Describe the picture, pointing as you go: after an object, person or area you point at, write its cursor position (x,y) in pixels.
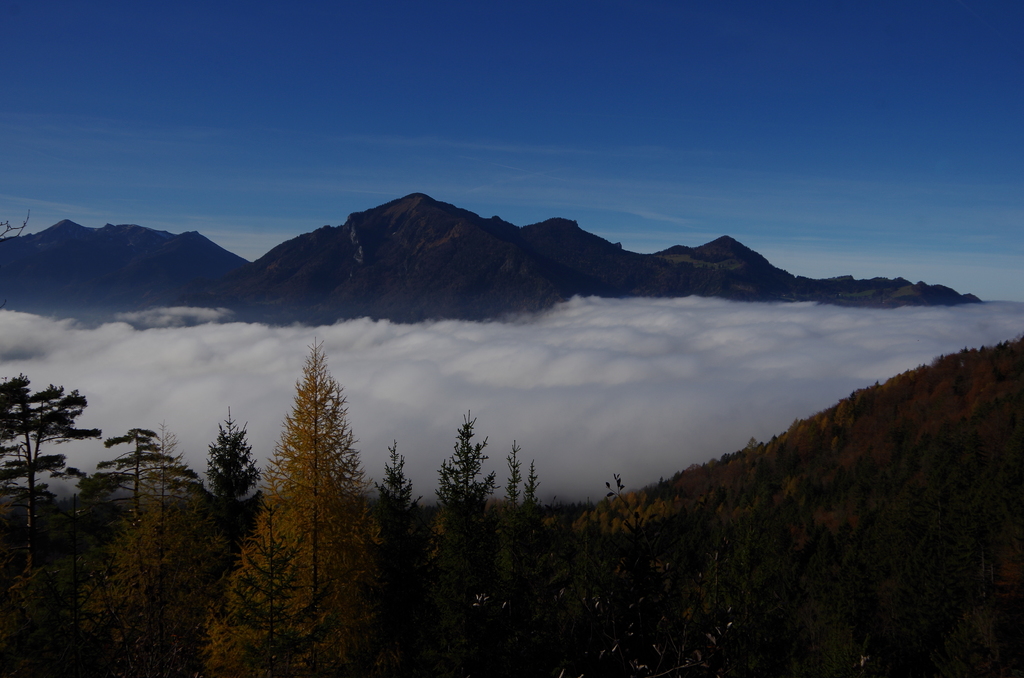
In this picture I can see at the bottom (419,548) there are trees (430,530), in the middle (524,287) there are hills (568,285). At the top (1010,208) there is the sky (797,112).
